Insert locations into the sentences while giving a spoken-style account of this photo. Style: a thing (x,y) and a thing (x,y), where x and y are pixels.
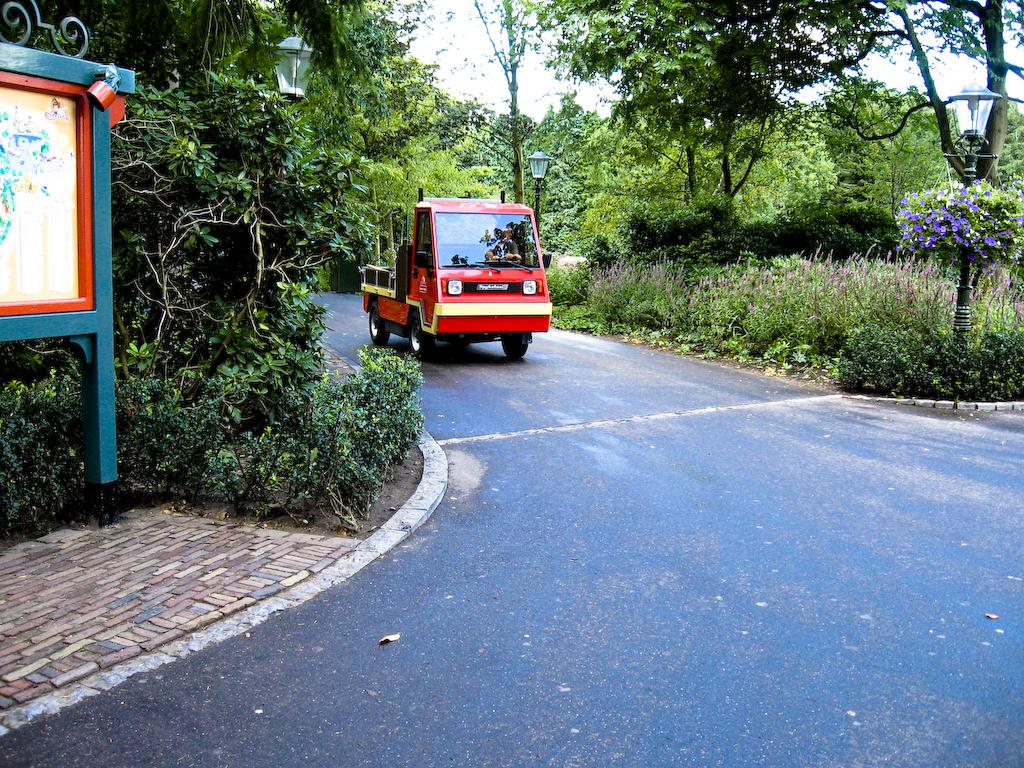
In this image we can see a vehicle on the road (674,652) and there are few street lights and we can see a board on the left side of the image (39,320). We can see some plants (847,280), flowers (836,273) and trees (161,84) and we can see the sky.
